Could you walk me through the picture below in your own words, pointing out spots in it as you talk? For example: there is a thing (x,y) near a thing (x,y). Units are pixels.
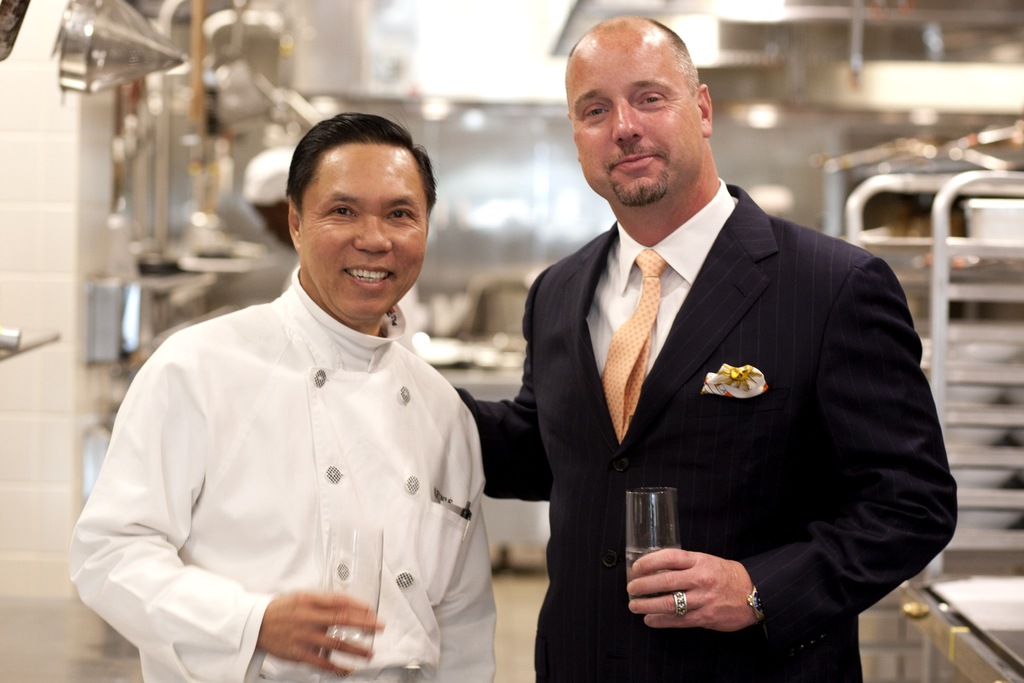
In this image there are two men (524,412) in the middle (584,426) who are holding the glasses (371,562). In the background (225,82) there is a kitchen (229,62). On the left side (288,430) there is a chef (275,450) who is holding the glass (356,564).
